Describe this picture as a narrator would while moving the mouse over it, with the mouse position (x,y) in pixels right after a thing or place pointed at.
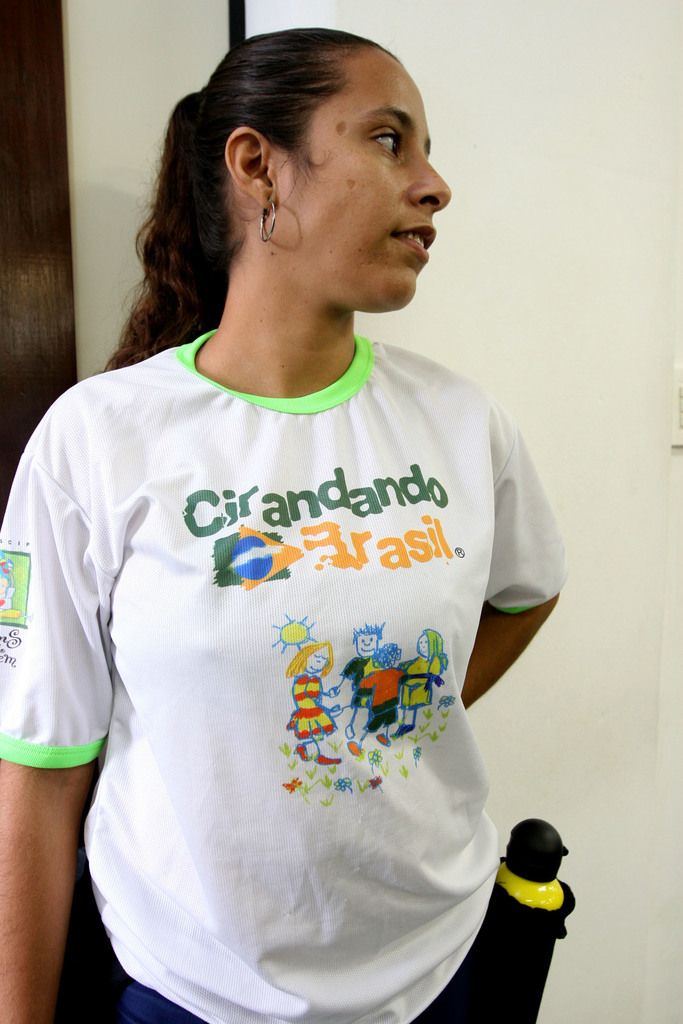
Background (627,62) portion of the picture is white and brown in color. In this picture we can see a woman (353,583) wearing a t-shirt (360,525). On the right side of the picture (493,988) we can see an object (509,855).
